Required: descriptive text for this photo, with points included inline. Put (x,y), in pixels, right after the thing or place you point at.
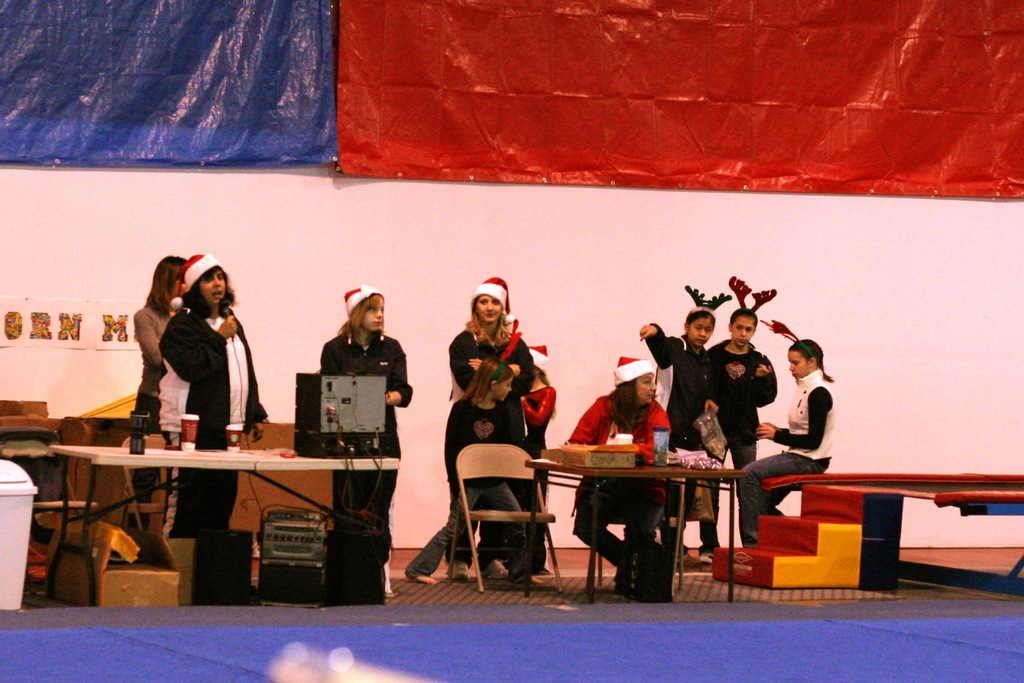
We can see red and blue cover sheets (537,118) over a wall (615,240). Here we can see few persons (162,296) standing near the table (260,449) and few (605,435) are sitting on chairs (485,455). On the table (266,461) we can see devices (330,427), glasses (230,438), bottles (134,434). These are stairs (775,575) and it is a platform (892,489). under the table (206,457) we can see device (268,533) and a cardboard box (191,554).
